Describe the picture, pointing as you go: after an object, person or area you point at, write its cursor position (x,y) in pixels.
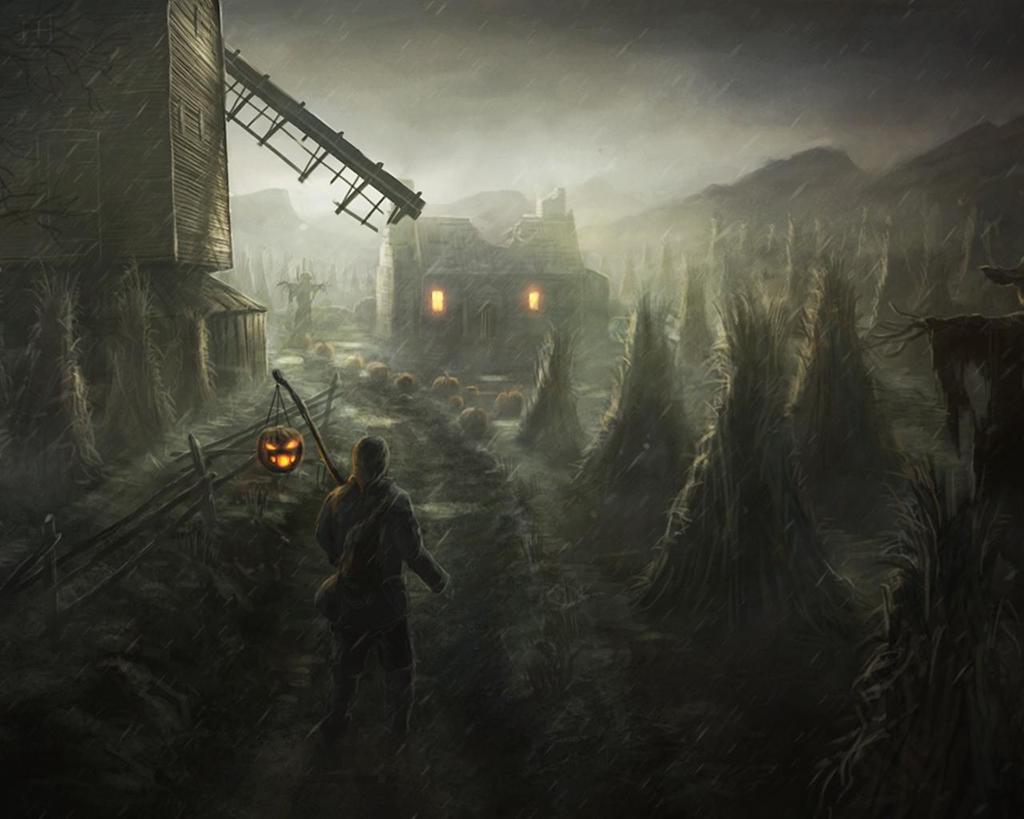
This is an animated image. A person (381,528) is standing holding a pumpkin light (274,442). There are houses (491,324). There are pumpkins (478,397) and trees (736,455).
